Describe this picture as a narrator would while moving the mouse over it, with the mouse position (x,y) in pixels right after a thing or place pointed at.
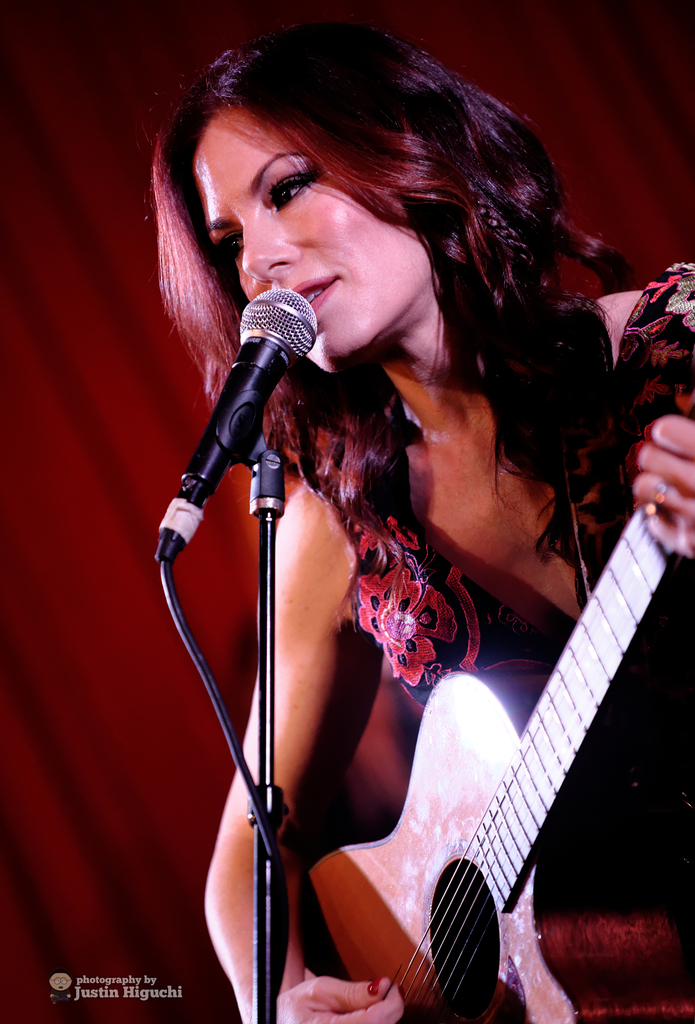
As we can see in the image there is a woman (400,481) holding guitar (501,778) and in front of her there is a mic (279,343).
